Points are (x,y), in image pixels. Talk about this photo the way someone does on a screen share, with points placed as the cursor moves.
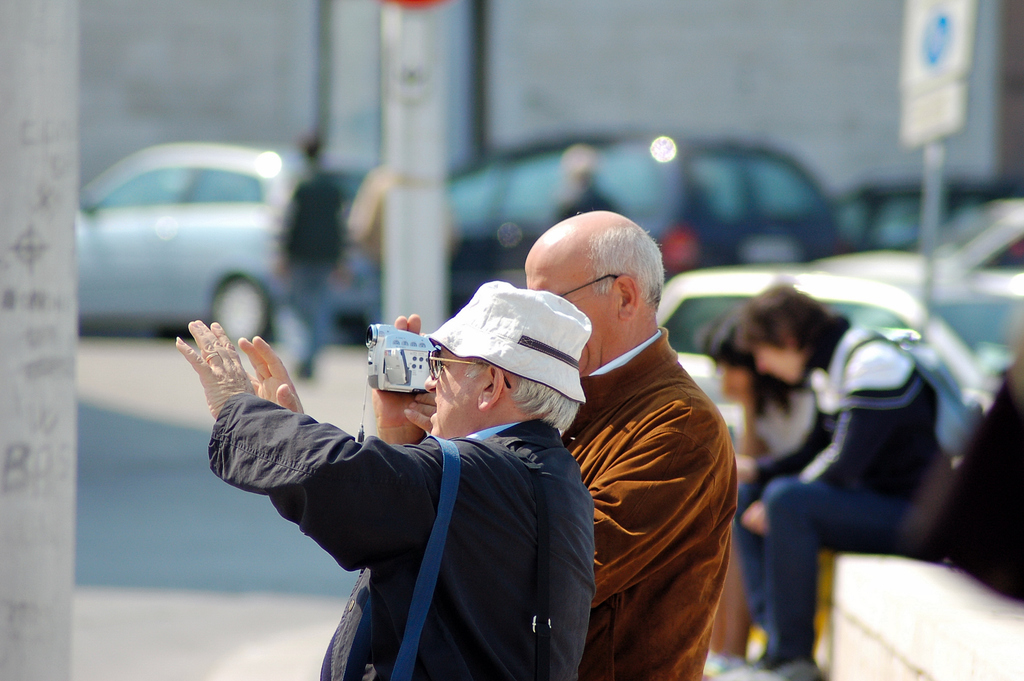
In the foreground of this image (482,544), there is a man (482,652) wearing bag (416,596) and hat (519,365) is standing. Behind him, there is another man (574,433) standing and holding the camera (388,357). In the background (75,223), there are few poles (926,156), sign board (923,137), vehicles (761,156), few persons (873,420) walking and sitting and the pavement (208,541).
